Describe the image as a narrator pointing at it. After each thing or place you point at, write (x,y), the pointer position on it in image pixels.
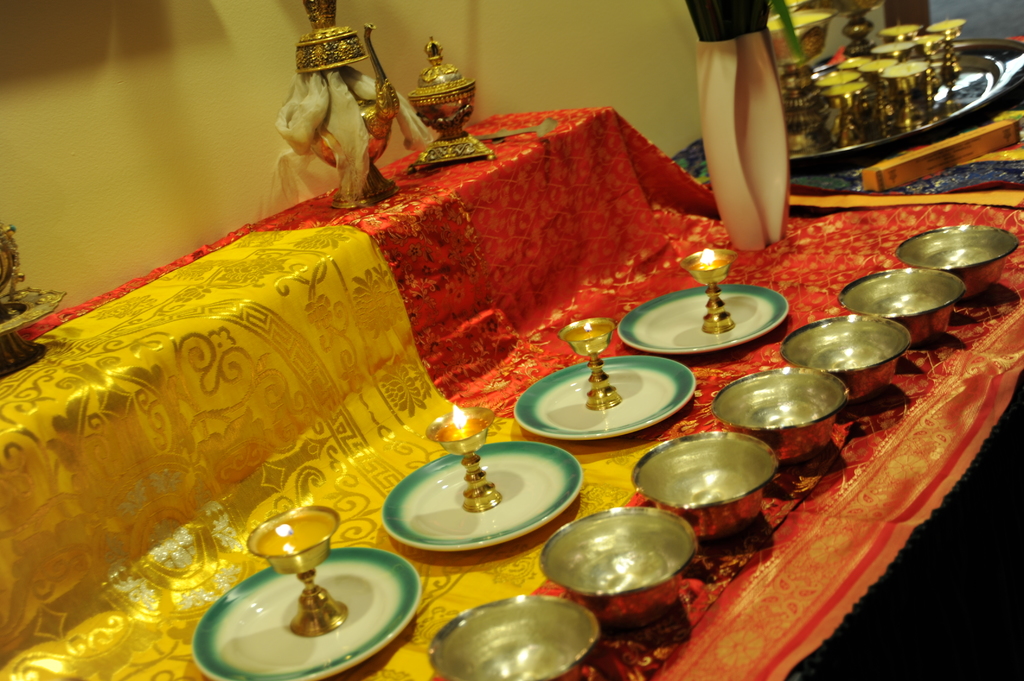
This image is taken indoors. In the background (470,54) there is a wall (406,96). In the middle of the image (403,254) there is a table (415,197) with a tablecloth (415,197), a few objects (352,129), bowls (509,651), plates (366,612) and lamps (320,597) on it. At the top right of the image (881,121) there is a tray (929,113) with many lamps (869,86) on the table (874,160).
